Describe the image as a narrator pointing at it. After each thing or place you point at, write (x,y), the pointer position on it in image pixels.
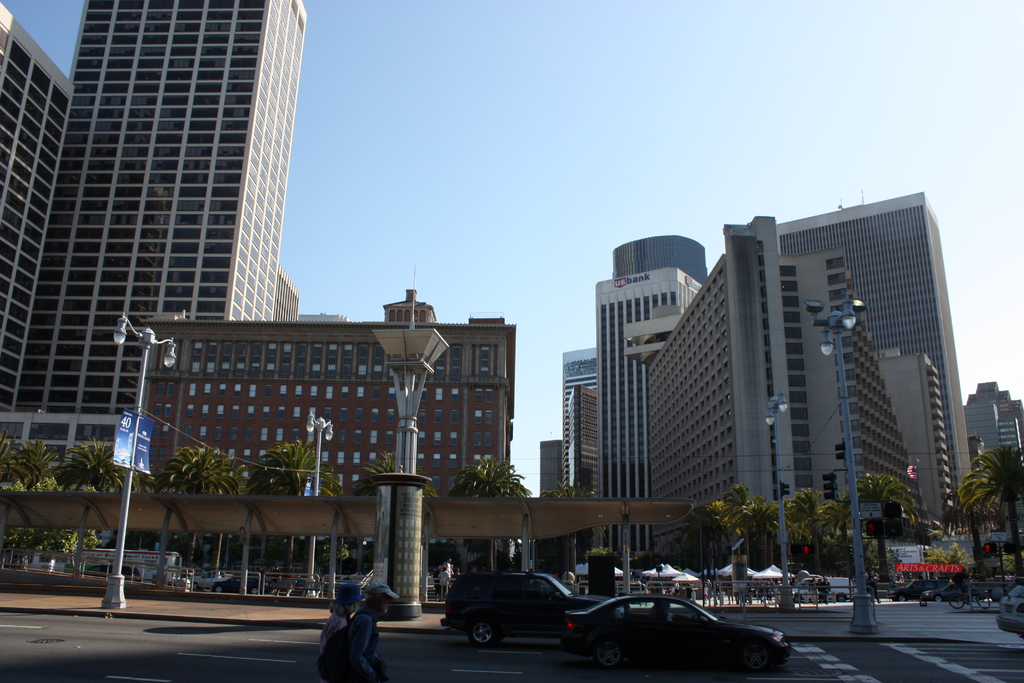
At the bottom of the image (178,653) there is a road (306,660). On the road (451,679) there are two persons (346,626) and also there are few vehicles (510,624). Behind them there is a footpath (796,615). On the footpath (796,615) there are poles (783,590) with lamps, a column (385,522) and also there is a roof (173,523) with poles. In the background (621,565) there are trees (392,464), poles (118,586) and some other things (762,573). And also there are buildings (673,320) with walls (741,316) and glasses (915,242).
